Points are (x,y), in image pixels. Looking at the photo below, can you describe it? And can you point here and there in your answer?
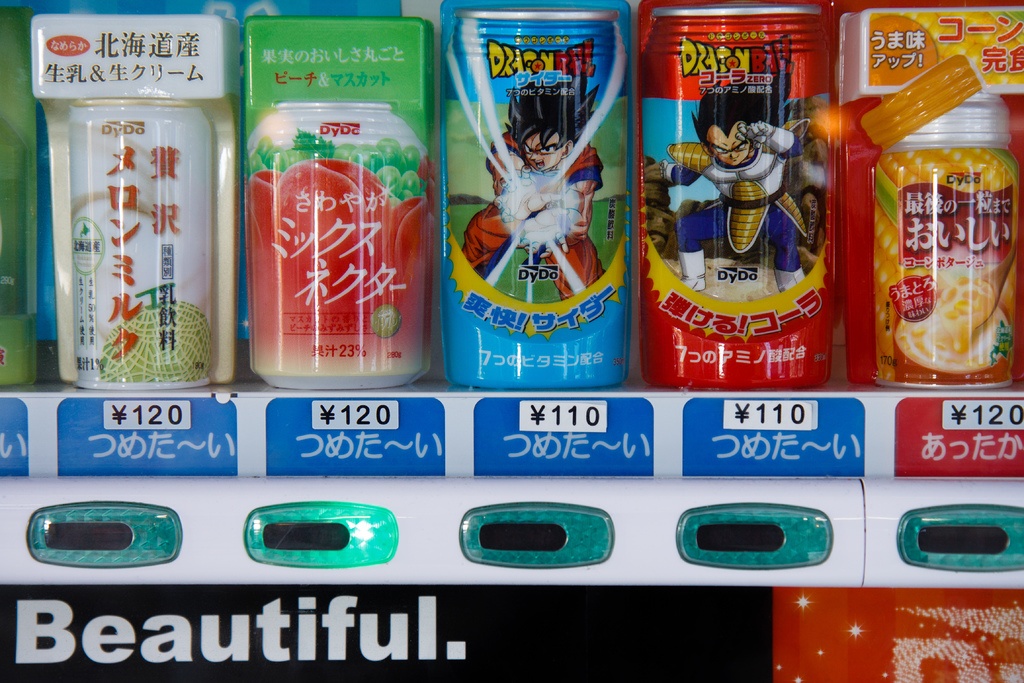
In this image we can see beverages tins (459,325).
